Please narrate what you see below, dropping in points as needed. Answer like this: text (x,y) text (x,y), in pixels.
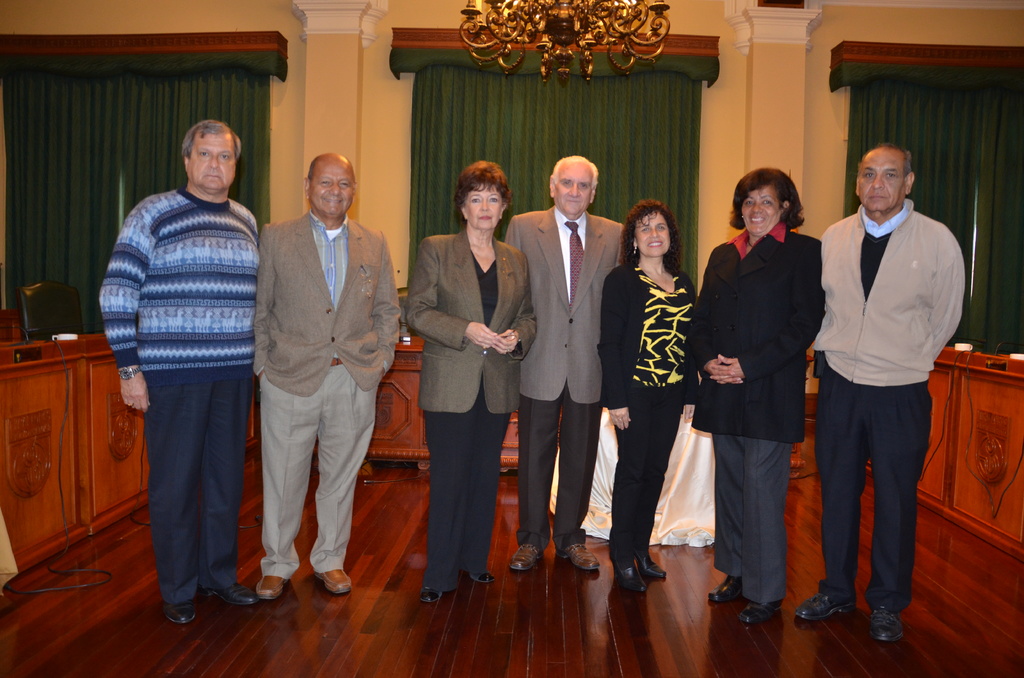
This is an inside view. Here I can see few people (634,297) are standing on the floor (239,558), smiling and giving pose for the picture. On the right (974,378) and left side of the image (137,421) there are few tables (954,442). In the background (962,128), I can see green color curtains (614,125) to the wall (378,98). At the top of the image (545,24) there is a chandelier (540,25).
